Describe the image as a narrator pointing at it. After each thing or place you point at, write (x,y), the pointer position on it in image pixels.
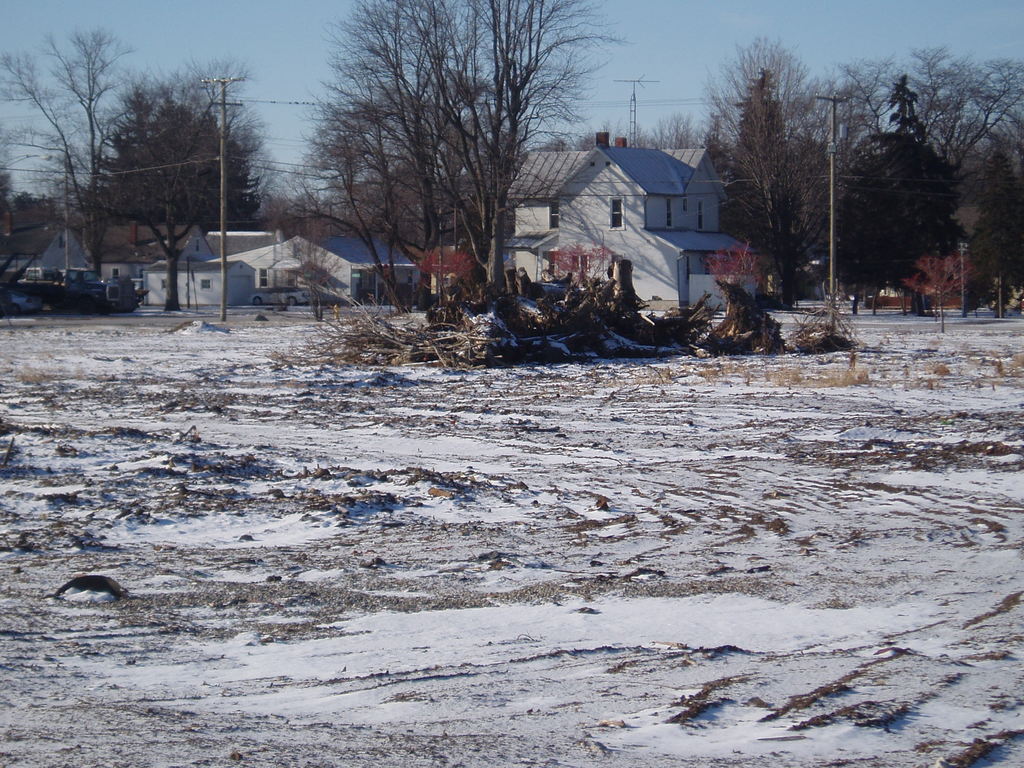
In this image, we can see trees (332,185), houses (16,225), vehicle (296,303), plants (317,297), poles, group of twigs (464,340). At the bottom (739,659), we can see snow (638,634) on the ground (588,630). Background (959,19) there is a sky (976,23).
